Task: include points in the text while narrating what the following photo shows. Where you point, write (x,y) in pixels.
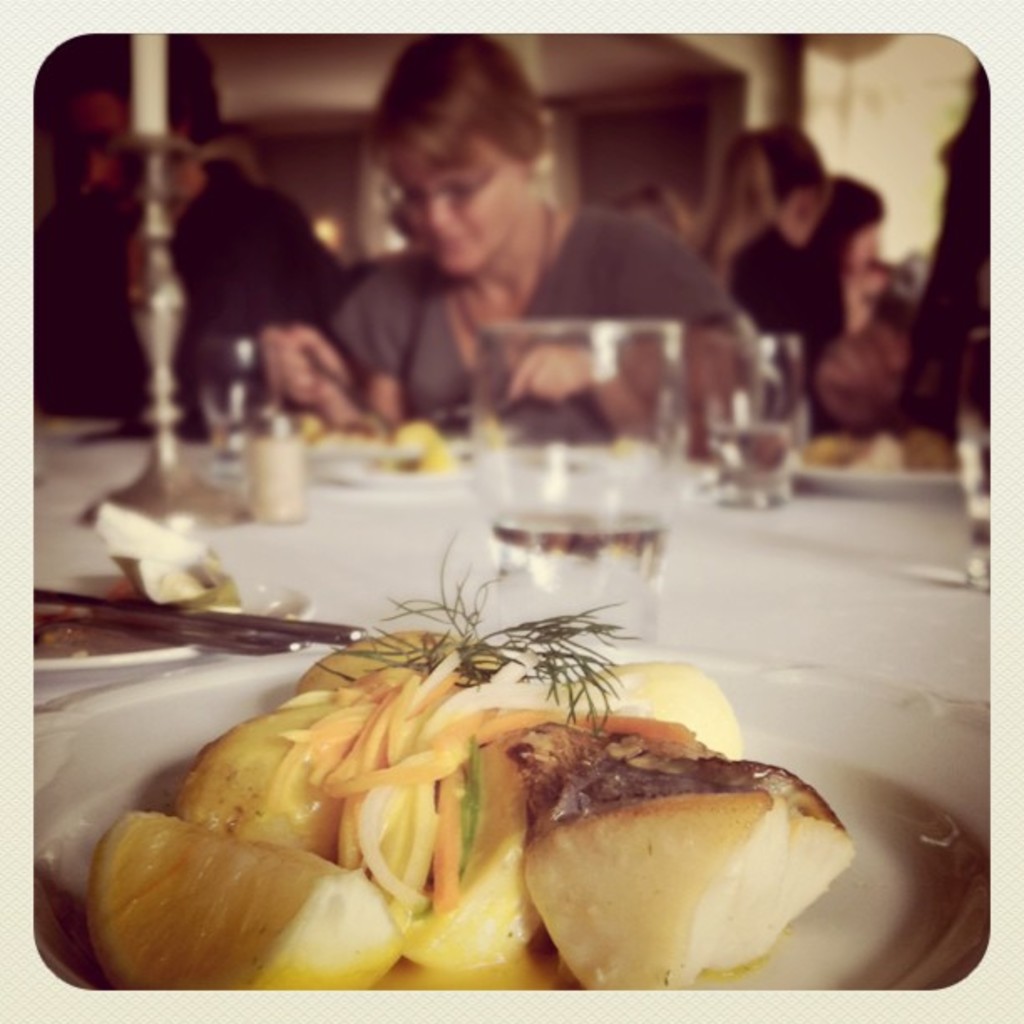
We can see plates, food (274,736), glasses (624,467) and objects (184,612) on the table (909,639). In the background (590,233) it is blurry and we can see people (406,222).
